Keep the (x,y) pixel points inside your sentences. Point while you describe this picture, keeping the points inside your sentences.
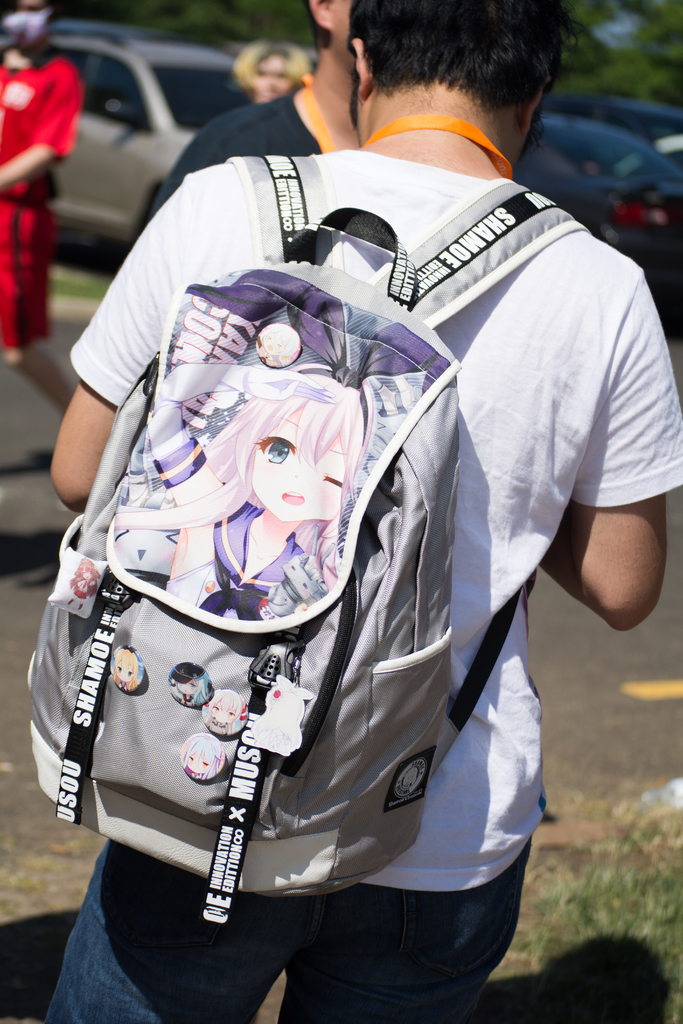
In this image, There is a man (518,677) standing and he is carrying a bag (278,626) of ash color, In the background (337,85) there are some people (55,110) walking and there are some cars (628,169) and there are some trees (569,71) in green color.
